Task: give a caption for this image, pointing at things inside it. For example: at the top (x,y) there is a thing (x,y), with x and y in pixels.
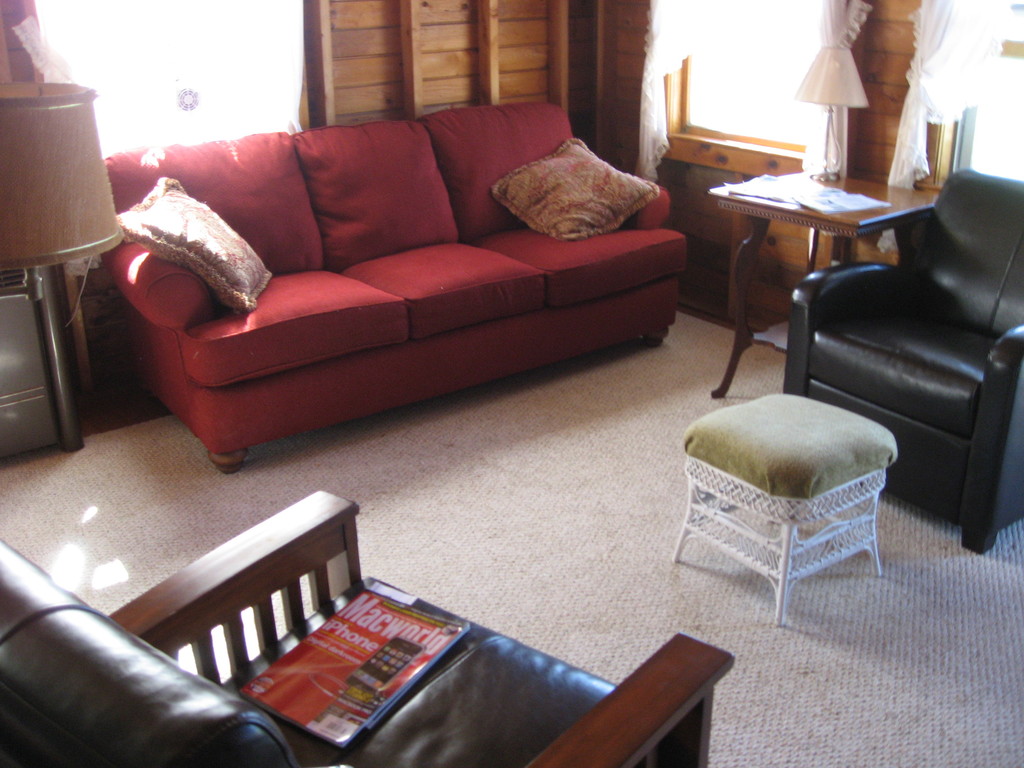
In this image we can see the inner view of a room (425,290). In the room (422,319) there are sofa set (449,230), couch (427,269), chairs (797,294), side table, table lamp (831,113), cushions (237,268), carpet (544,524) and windows (147,85).
